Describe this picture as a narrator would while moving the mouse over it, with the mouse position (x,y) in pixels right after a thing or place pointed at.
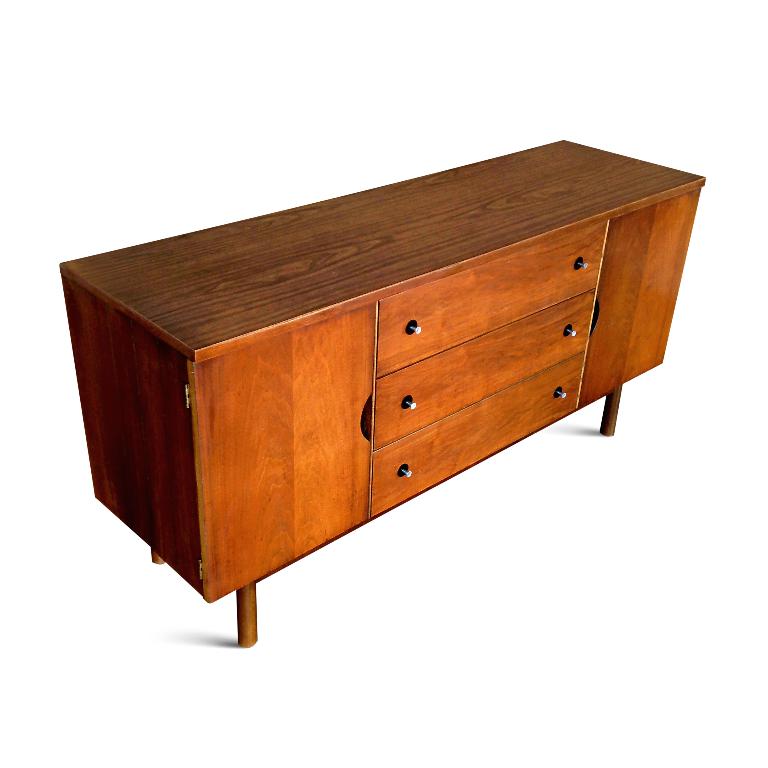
In the image we can see there is a wooden table (474,390) and it has three drawers (483,418).
